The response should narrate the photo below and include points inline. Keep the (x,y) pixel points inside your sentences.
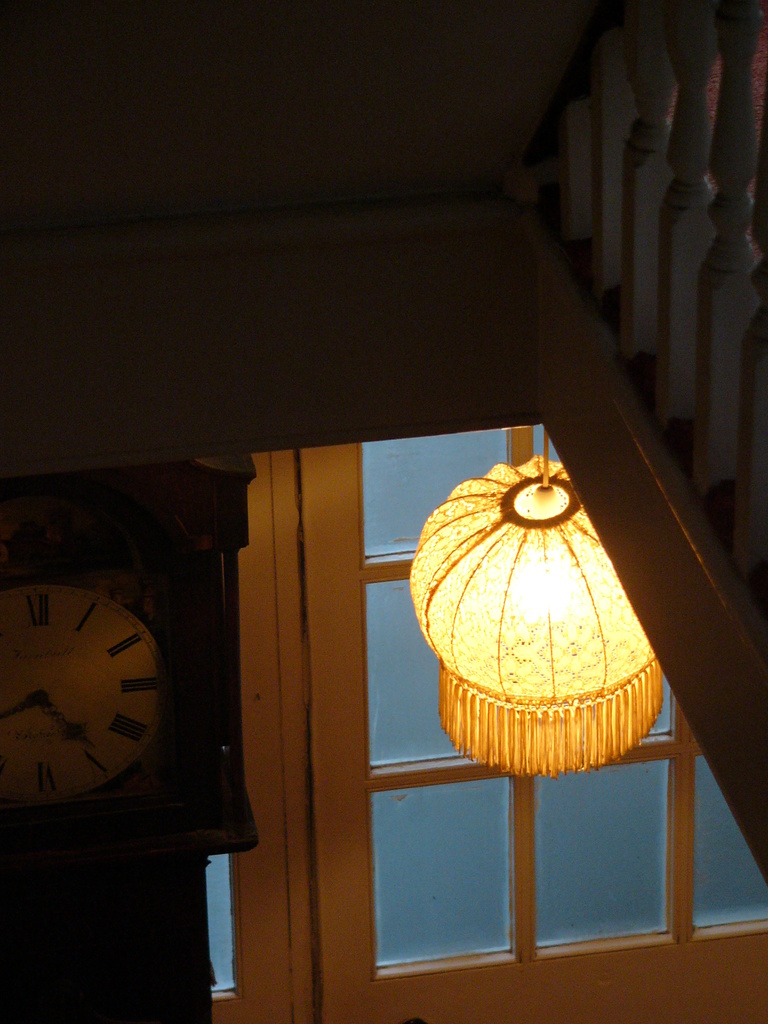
On the right side (623,295) there is a railing (673,272). On the left side (147,694) there is a clock (213,767). In the back (283,705) there is a door (428,836). Near to that there is a light (517,619).
